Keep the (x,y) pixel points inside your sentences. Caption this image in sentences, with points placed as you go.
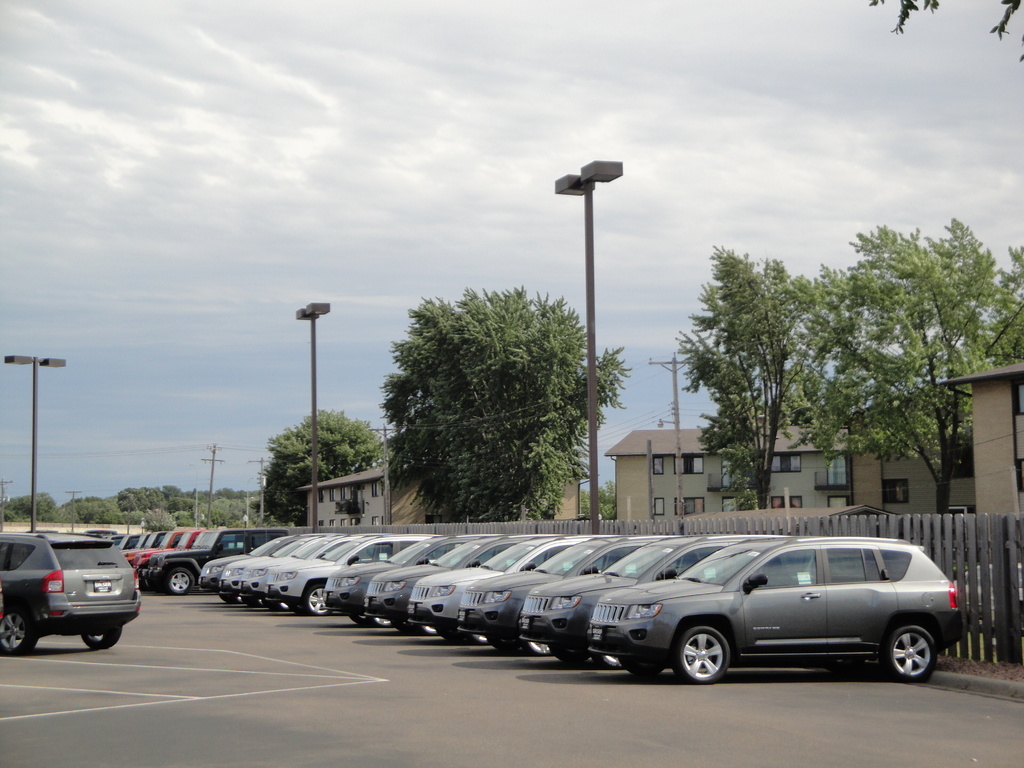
We can see cars (31,561) on the road (259,704), lights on poles (32,527) and fence (1011,530). In the background (196,476) we can see buildings (990,473), trees (955,332), current poles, wires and sky (709,126).
